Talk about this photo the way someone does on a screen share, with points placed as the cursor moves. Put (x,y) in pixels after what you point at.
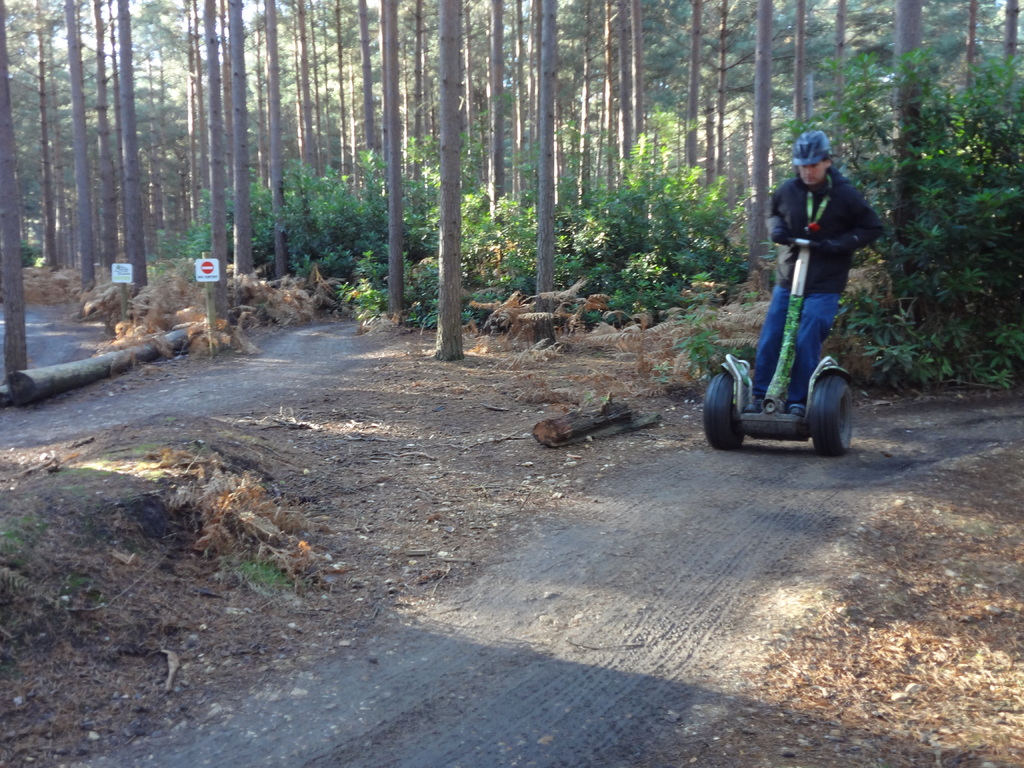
This image consists of a person (817,282) wearing black jacket (809,232) and a helmet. Is moving on the cart (736,437). At the bottom (560,657), there is a road (524,653). In the background (380,174), there are trees (2,87).
